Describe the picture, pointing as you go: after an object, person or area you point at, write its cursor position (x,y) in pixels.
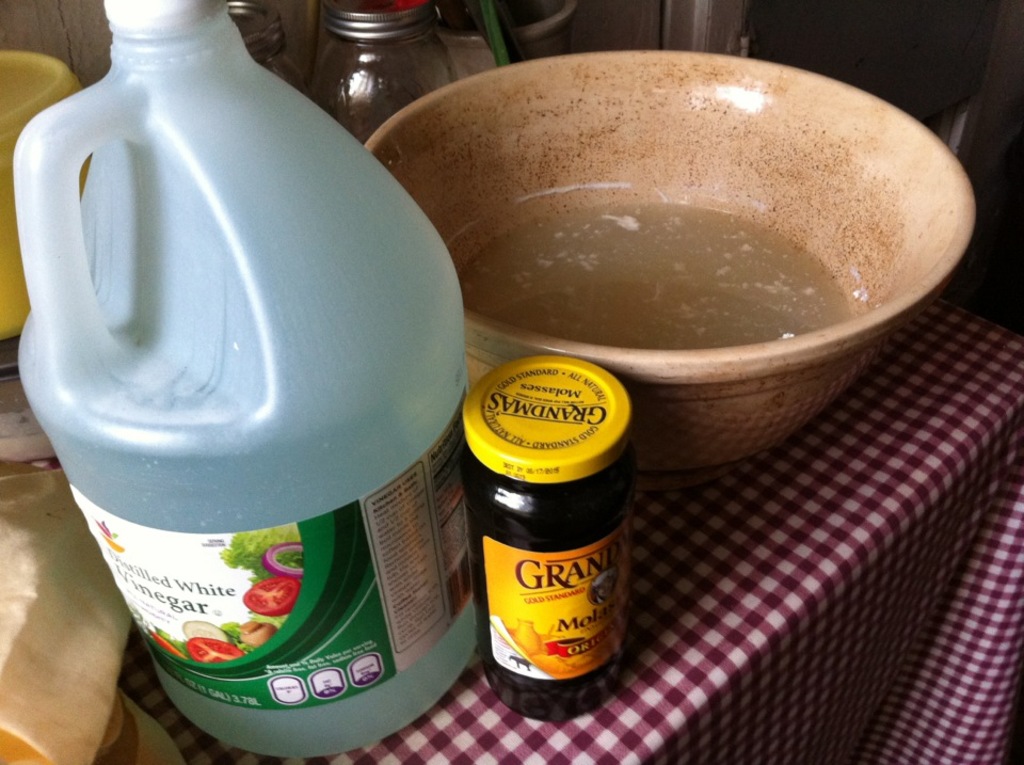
In this image we can see a blue color can (309,473), bottle (521,540), bowl (603,364) and jars (353,51) placed on the table (769,572).
